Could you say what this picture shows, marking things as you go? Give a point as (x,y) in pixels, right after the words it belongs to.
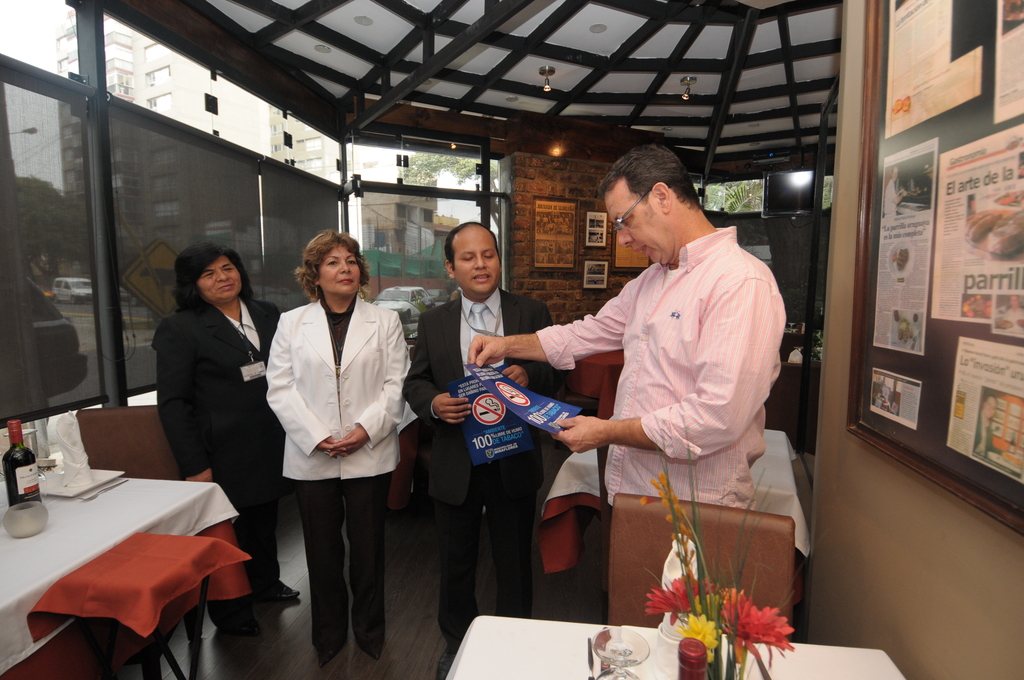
This picture is clicked inside the room (147,548). There are four people (293,329) standing in that room (470,425). Man (651,374) in pink shirt (661,340) is holding paper (544,419) in his hands (569,433) and he is reading it. Beside him, we see man (455,462) in black jacket (457,450) is also holding paper (489,427) in his hands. Two women (313,344) are standing beside them and in front of the picture, we see table (510,653) on which glass (608,628), flower (657,588) and flower pot (728,637) are placed on it. On the right top of the picture (874,116), we see a notice board (954,471) on which many newspapers (938,220) are pasted on it and behind the people (215,251), we see windows (408,201) from which we can see white building (249,107). On top of the picture (391,87), we see the ceiling (502,46) of that room (378,86).
